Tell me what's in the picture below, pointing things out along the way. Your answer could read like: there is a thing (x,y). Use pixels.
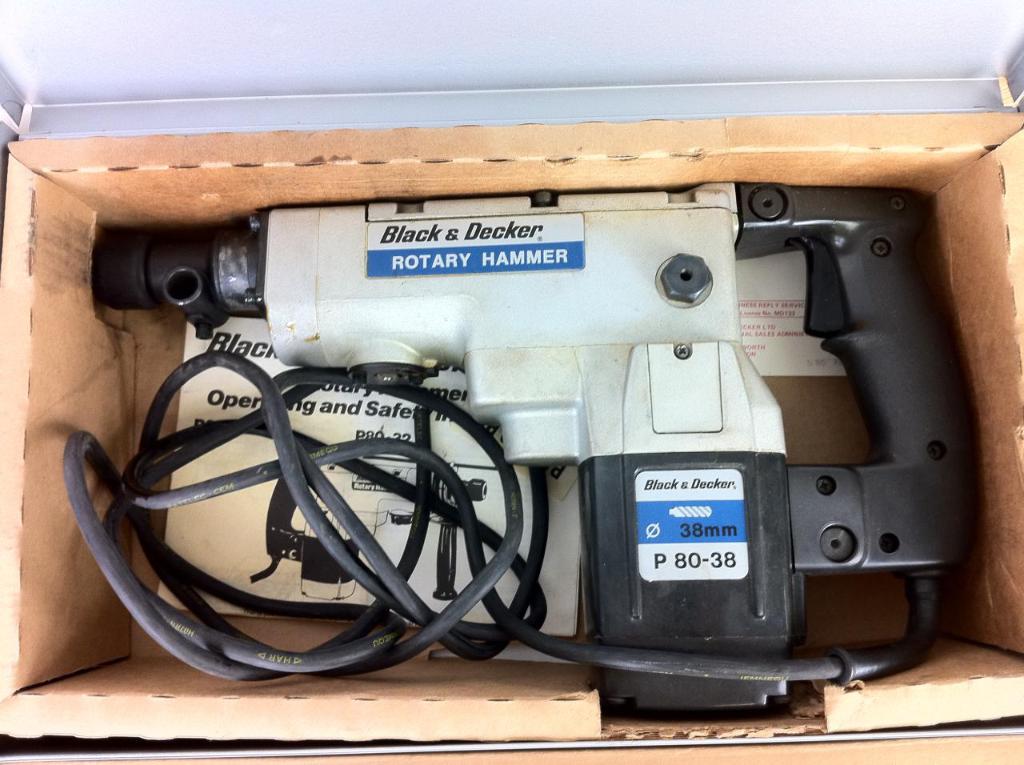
In this image I can see a machine (682,690) which is in white and black color in the box (716,139). Background (82,41) the wall (262,33) is in white color.
